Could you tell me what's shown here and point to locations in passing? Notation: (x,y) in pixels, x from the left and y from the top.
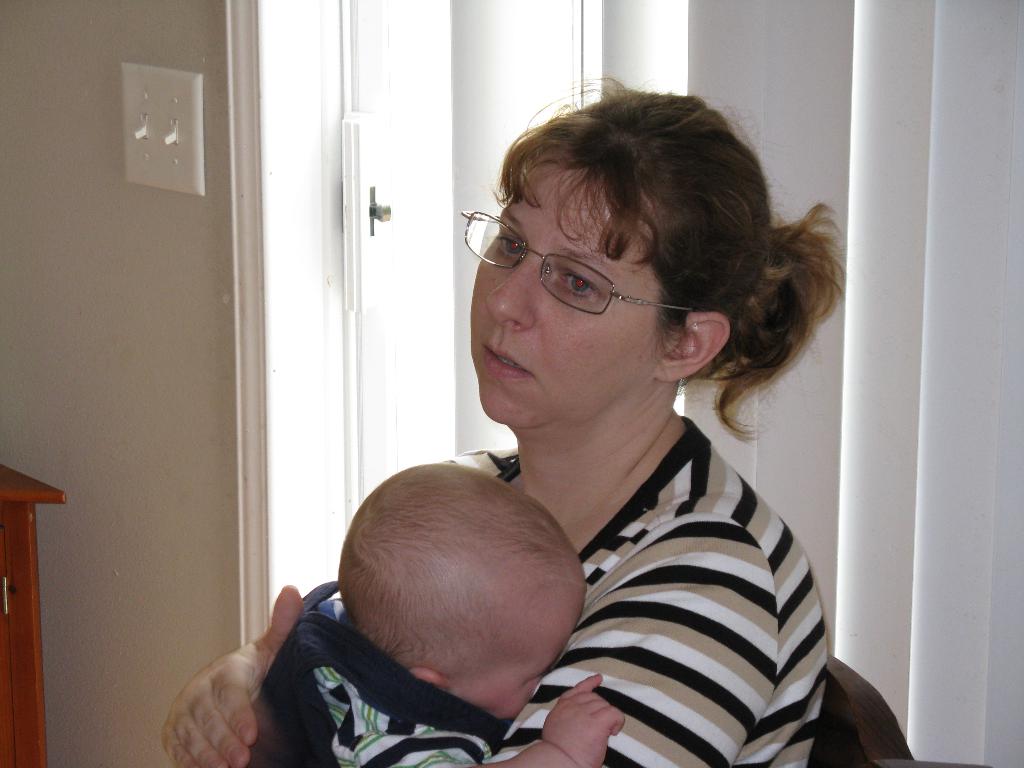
In this image there is a woman (771,706) sitting on the chair (838,727). She is holding an infant (340,731) in her hand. Behind her there is a wall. There is a door (445,131) to the wall (114,144). To the left (143,132) there is a power board (167,123) to the wall (211,75).
